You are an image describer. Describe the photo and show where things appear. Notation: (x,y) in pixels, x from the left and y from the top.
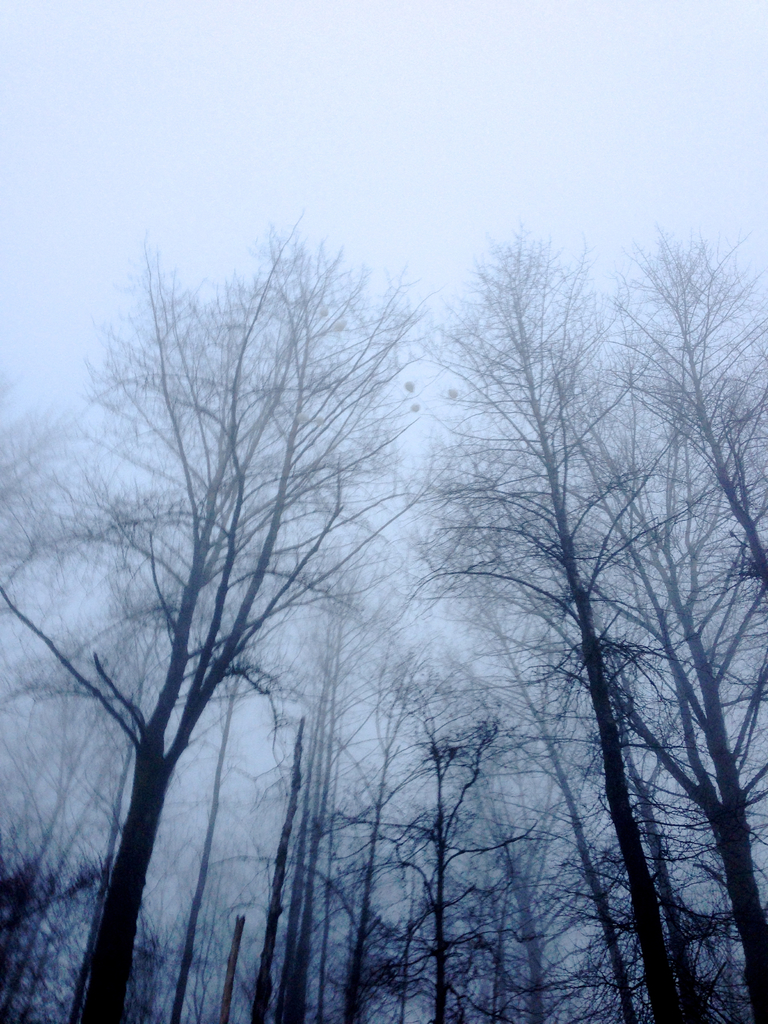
In this image we can see there are many trees (736,627) in the foreground (563,854), and the background (253,121) is white.
